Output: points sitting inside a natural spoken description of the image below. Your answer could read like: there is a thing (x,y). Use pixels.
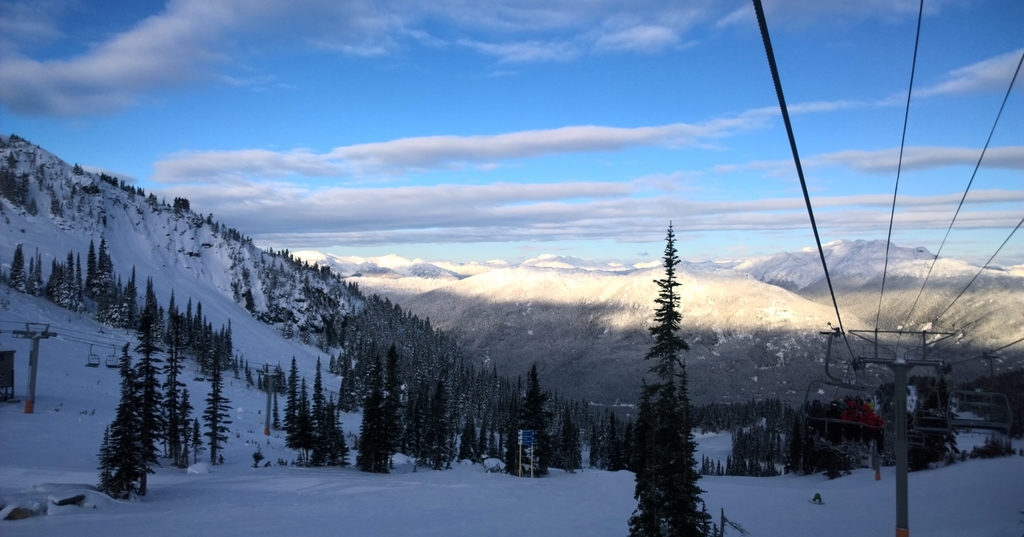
In the right bottom of the picture (898,414), we see an electric pole (895,431) and wires (836,306). At the bottom of the picture (393,497), we see ice (430,472). There are trees (331,396). In the background (230,248), we see the hills (230,248). At the top of the picture (419,144), we see the clouds (468,149) and the sky (517,56), which is blue in color.
